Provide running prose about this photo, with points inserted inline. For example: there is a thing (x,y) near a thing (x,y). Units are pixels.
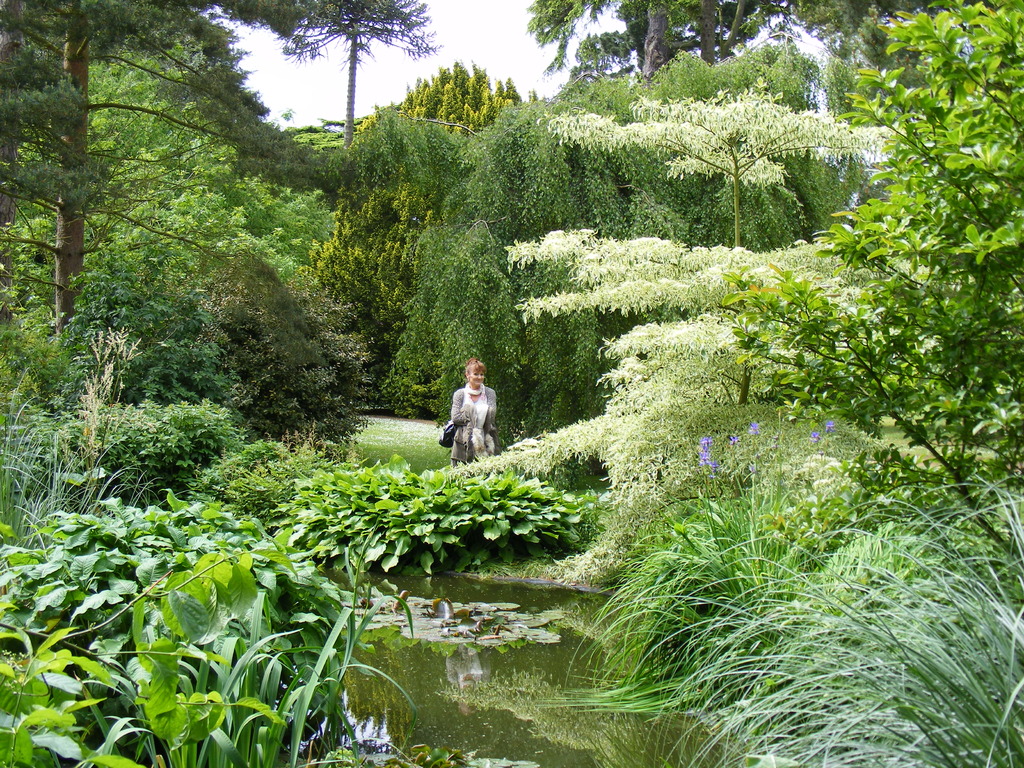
In the image there are plenty of trees (194,106) and plants (733,331) and in the middle (466,406) there is a woman (464,403) and in front of the woman (478,380) there is a water surface (424,688).
